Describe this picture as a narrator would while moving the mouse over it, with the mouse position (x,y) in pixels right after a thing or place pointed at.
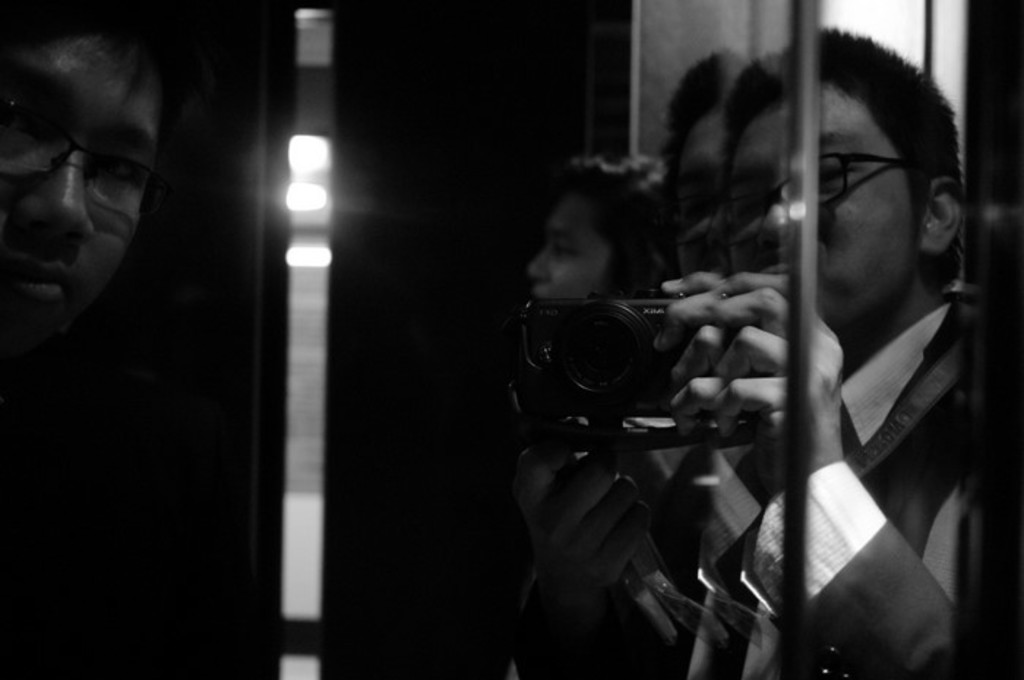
This is black and white picture there are four persons (63,196), this person (714,308) holding camera (618,393) and these two persons (870,195) are wear glasses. On the background (503,52) we can see wall (503,52).
